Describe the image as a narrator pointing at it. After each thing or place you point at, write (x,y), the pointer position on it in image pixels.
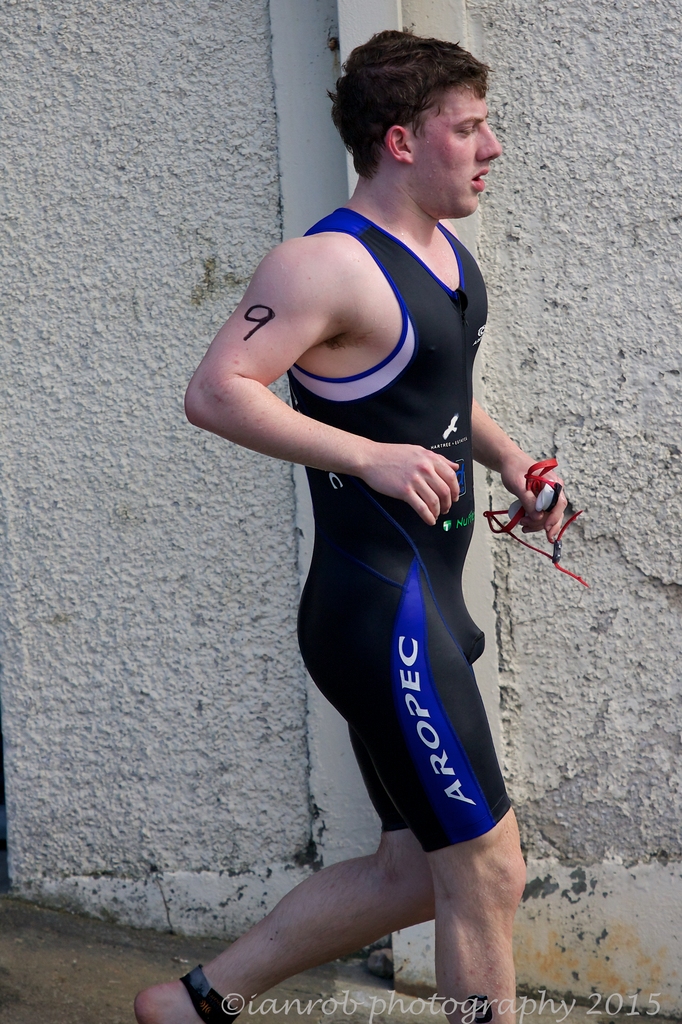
In this image I can see a person (418,501) running. He is wearing black and blue color dress (394,629) and holding something. Back I can see a white wall (105,126).
